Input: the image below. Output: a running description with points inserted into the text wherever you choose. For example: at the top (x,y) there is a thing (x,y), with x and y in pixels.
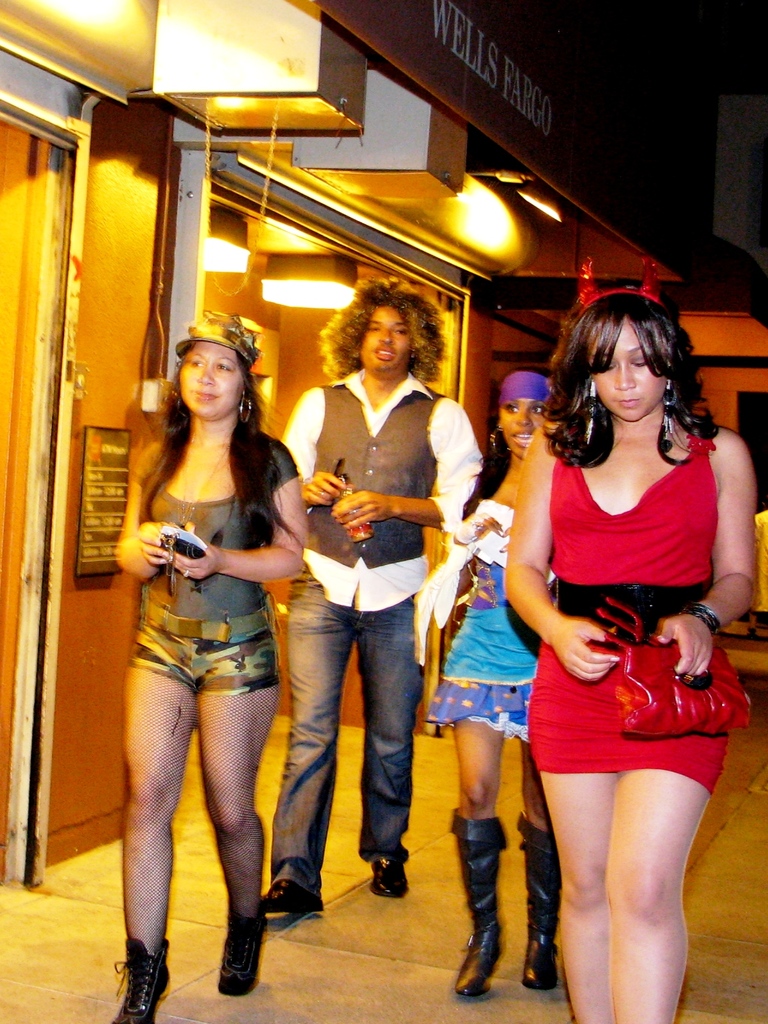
In the image we can see there are people (425,629) standing on the footpath (437,804) and there is a building (535,173). It's written ¨Wells Fargo¨ on the hoarding (600,181) on the building (465,166).
